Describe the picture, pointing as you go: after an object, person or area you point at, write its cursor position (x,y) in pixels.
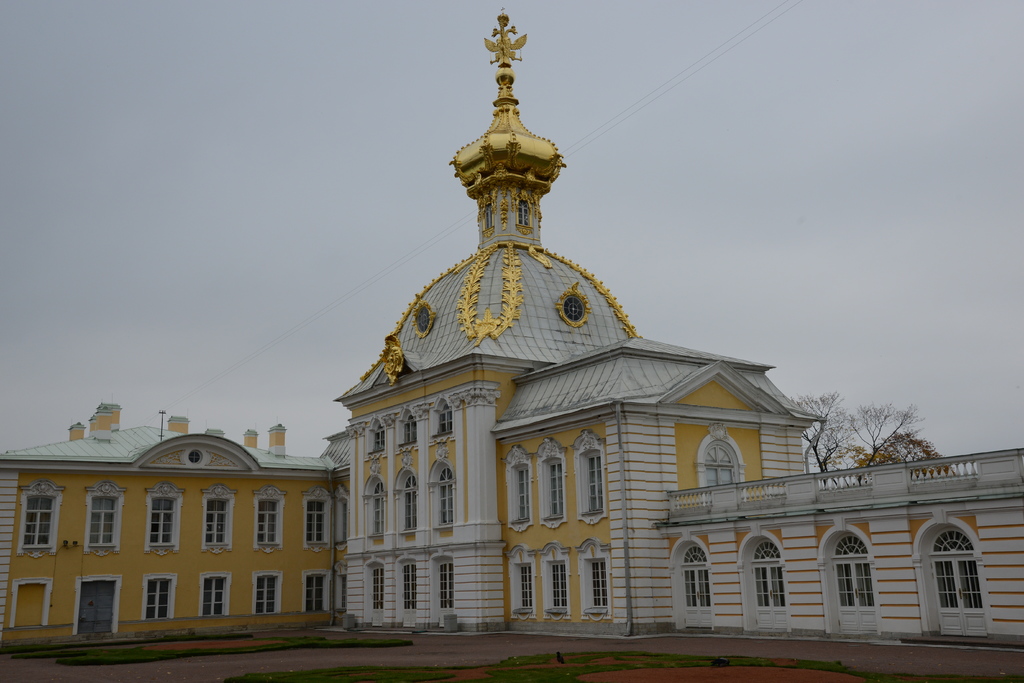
In the foreground of this picture (392,541), there is a building (737,610) and grass (362,646) on the ground (281,660). In the background (828,440), there are trees (815,443), cables (749,28) and the sky (842,112).
